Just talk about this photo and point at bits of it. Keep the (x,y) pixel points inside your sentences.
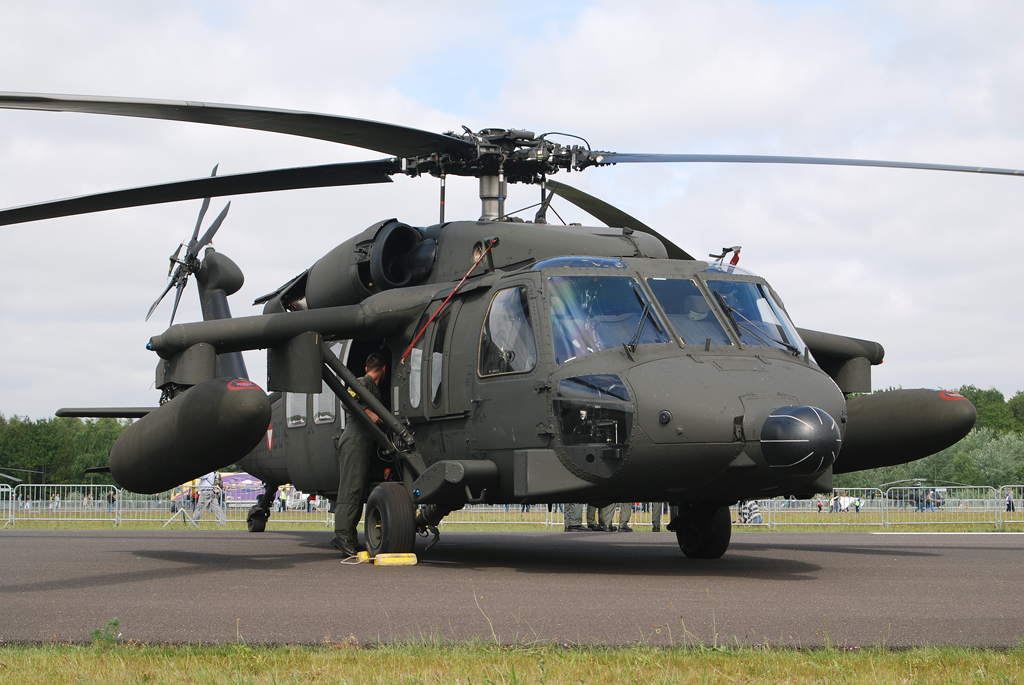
In this image we can see a helicopter (590,399) on the ground (655,561). We can also see some people (367,459) standing beside it. On the bottom of the image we can see some grass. On the backside (884,519) we can see some grass (869,517), a group of people (204,477) standing, the metal barricade (296,496), a group of trees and the sky (71,374) which looks cloudy.
